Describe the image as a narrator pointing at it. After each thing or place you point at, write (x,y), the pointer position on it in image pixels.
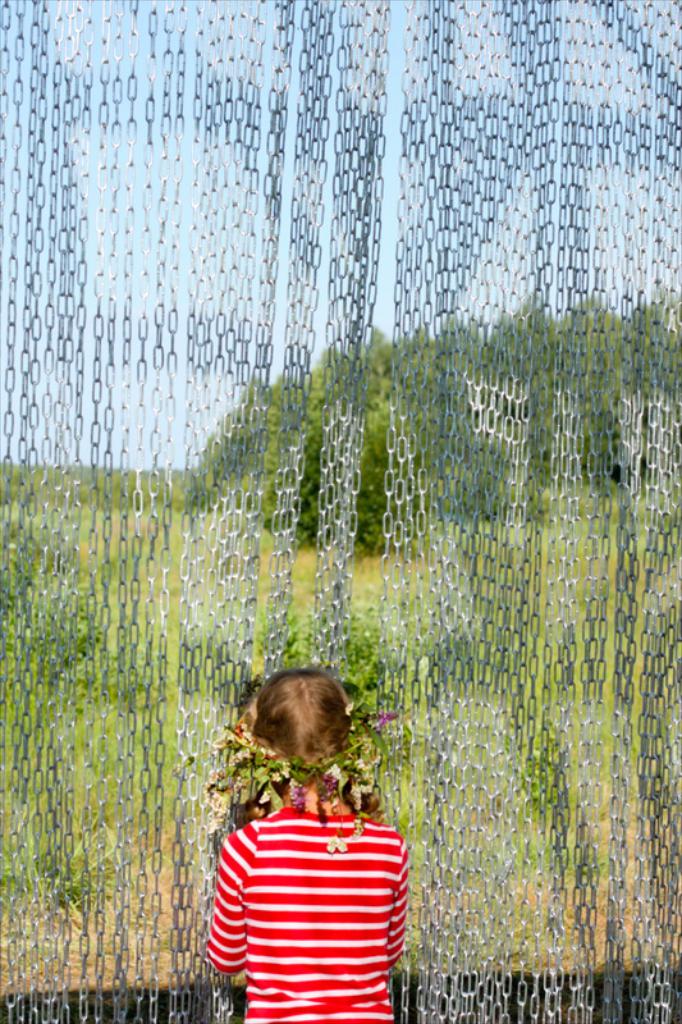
In this image I can see a person (334,871) wearing red and white t shirt (333,893) is standing and I can see few leaves (372,753) and few flowers (368,788) to her head (283,757). I can see few metal chains (546,124) and in the background (455,410) I can see few trees (335,388), some grass (140,631) and the sky (415,211).
